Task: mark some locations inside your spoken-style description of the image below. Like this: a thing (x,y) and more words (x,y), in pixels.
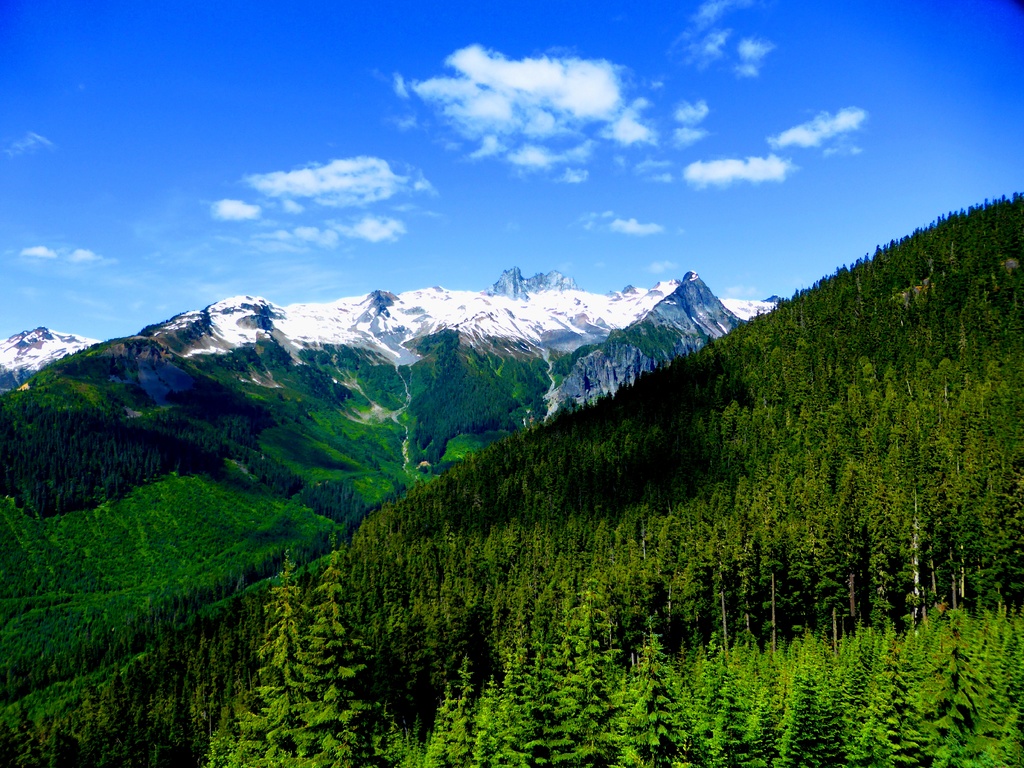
In this image we can see mountains (334,379) with snow (375,312). At the bottom of the image (520,670) there are trees (612,664). At the top of the image (503,99) there is sky (634,98) and clouds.
